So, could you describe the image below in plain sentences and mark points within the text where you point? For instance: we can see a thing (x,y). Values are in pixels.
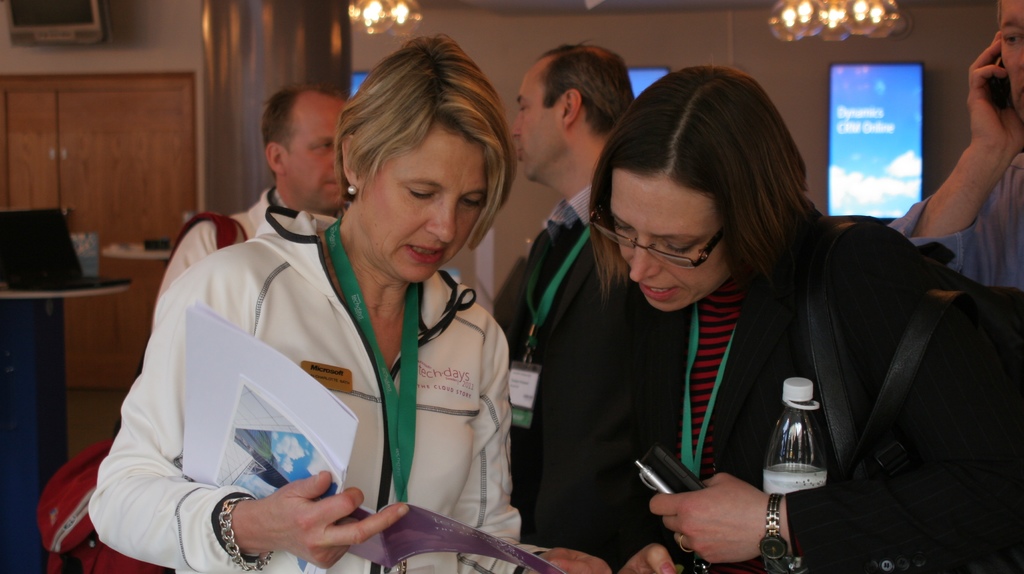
In this image I can see five persons (442,279) are standing on the floor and are holding some objects (786,437) in their hand (716,489). In the background (159,155) I can see screens (354,84), chandeliers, wall (611,20), door (148,138), table (36,318), laptop (16,232) and some objects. This image is taken may be in a hall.
